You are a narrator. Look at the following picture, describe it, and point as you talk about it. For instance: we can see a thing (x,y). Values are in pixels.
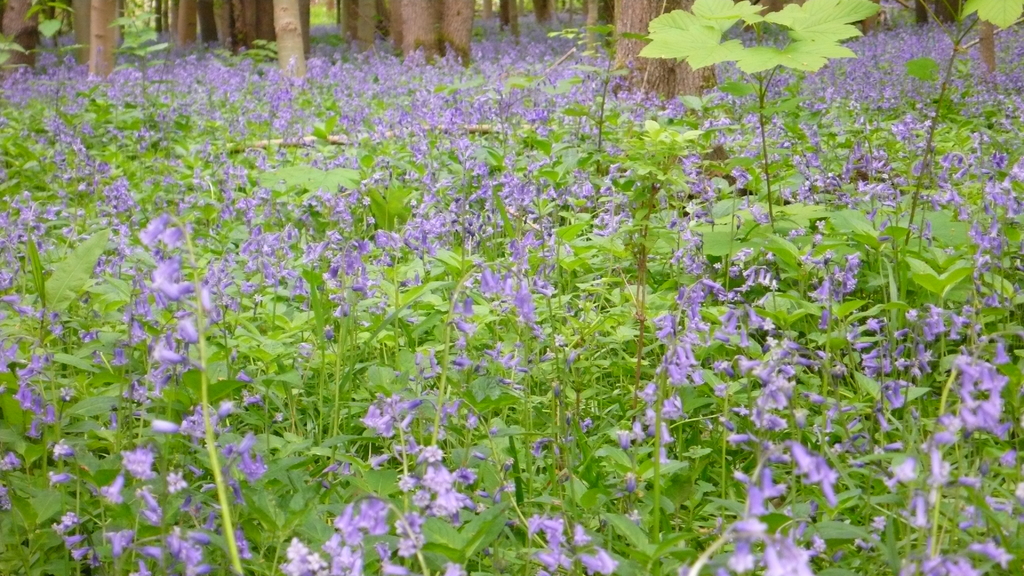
In this image we can see a group of plants (618,341) with flowers (661,337). On the backside (685,70) we can see the bark (670,72) of the trees (626,12).
